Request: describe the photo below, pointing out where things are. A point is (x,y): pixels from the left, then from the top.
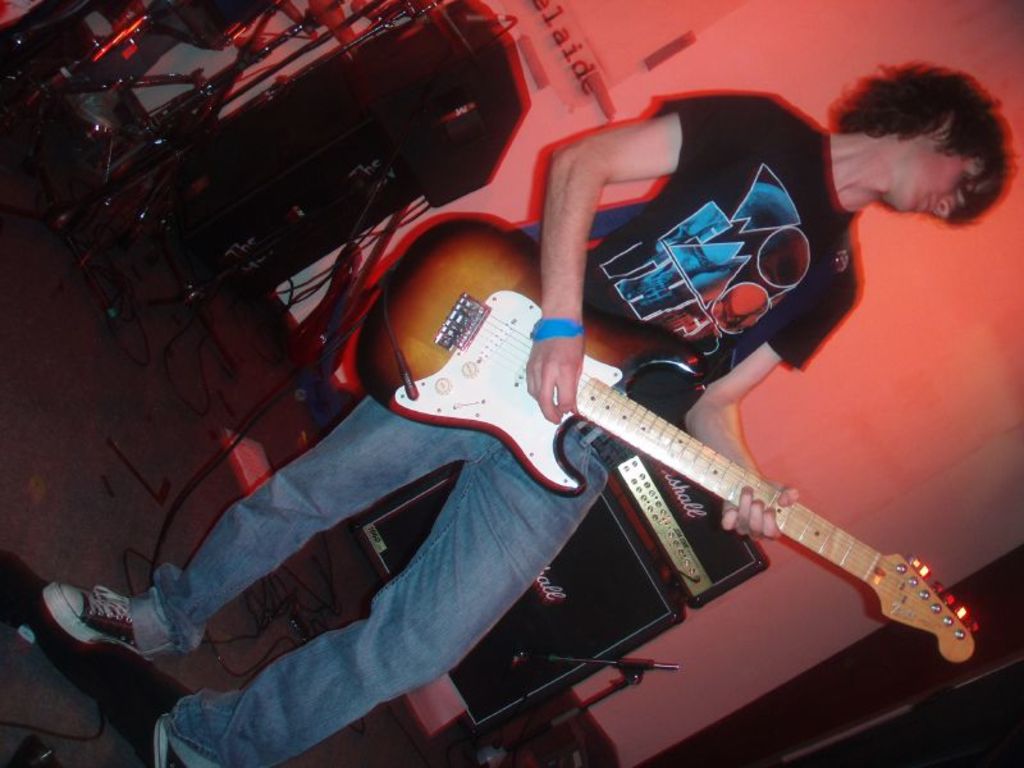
In this picture there is a boy (676,233) wearing a black color t-shirt (713,343), standing and playing a guitar (630,410). Behind there is a black color music instruments (539,676). In the background (707,44) we can see the white color wall (973,482).
